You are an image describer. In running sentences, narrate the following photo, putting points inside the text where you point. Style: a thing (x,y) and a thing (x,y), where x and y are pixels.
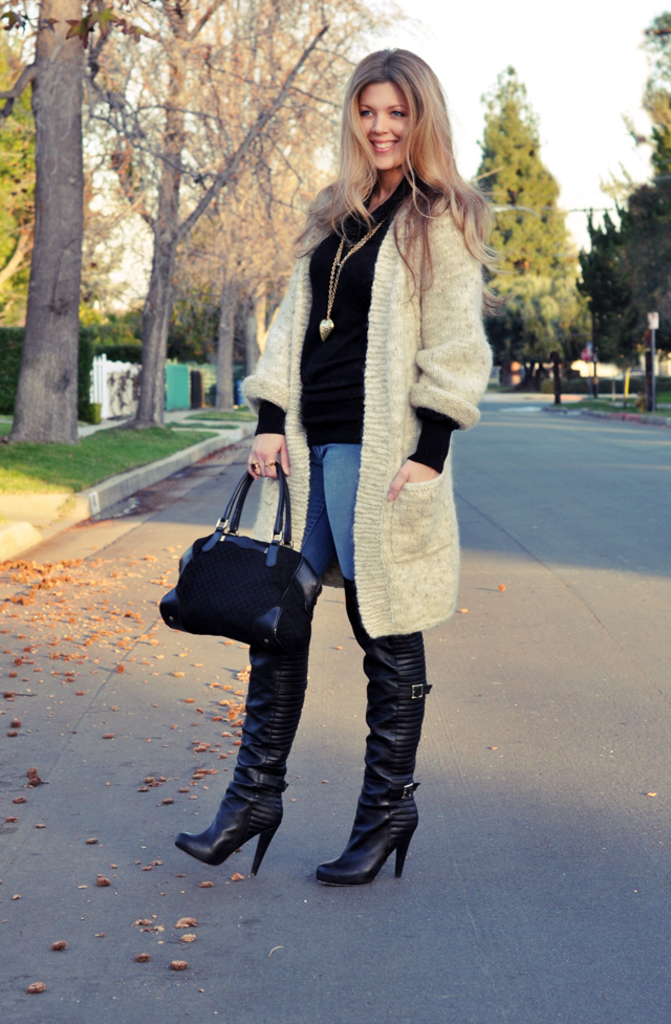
In this picture there is a woman (413,410) who is holding a black bag (282,587) is standing and smiling. At the background (553,185) there are some trees (555,190).
